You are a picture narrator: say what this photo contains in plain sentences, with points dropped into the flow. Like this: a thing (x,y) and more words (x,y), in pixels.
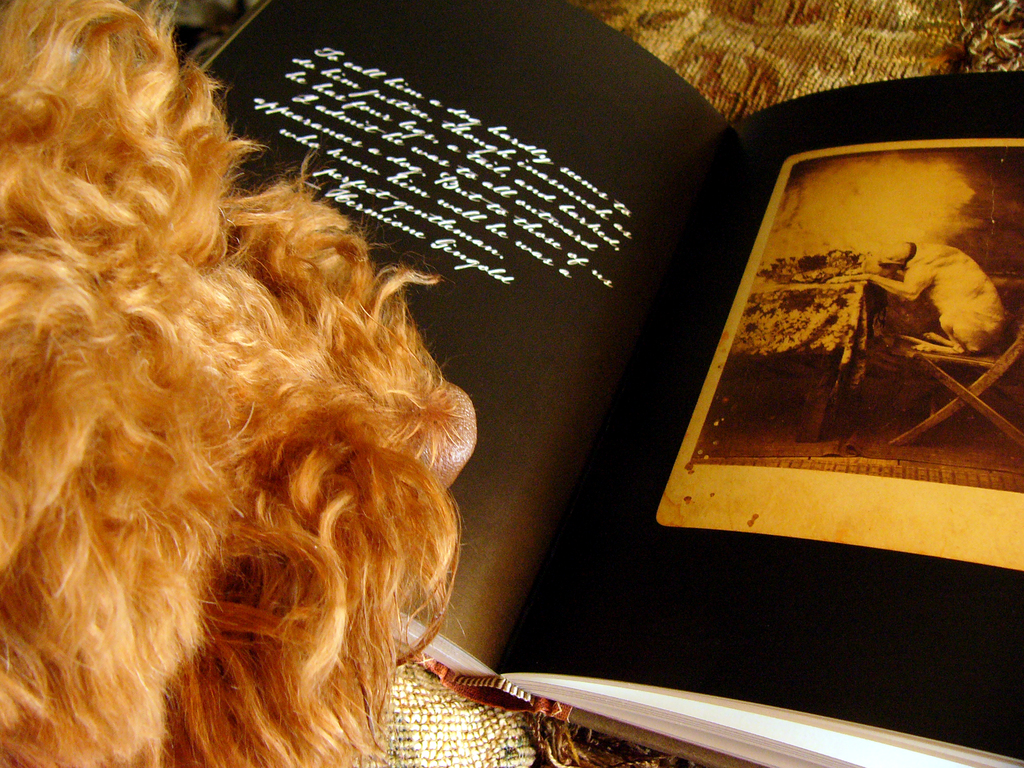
In this picture we can see the pages (422,114) of a book (474,341) with a picture (841,329) and something written on it. On the left side (258,294), we can see the fur (357,399) of something.
